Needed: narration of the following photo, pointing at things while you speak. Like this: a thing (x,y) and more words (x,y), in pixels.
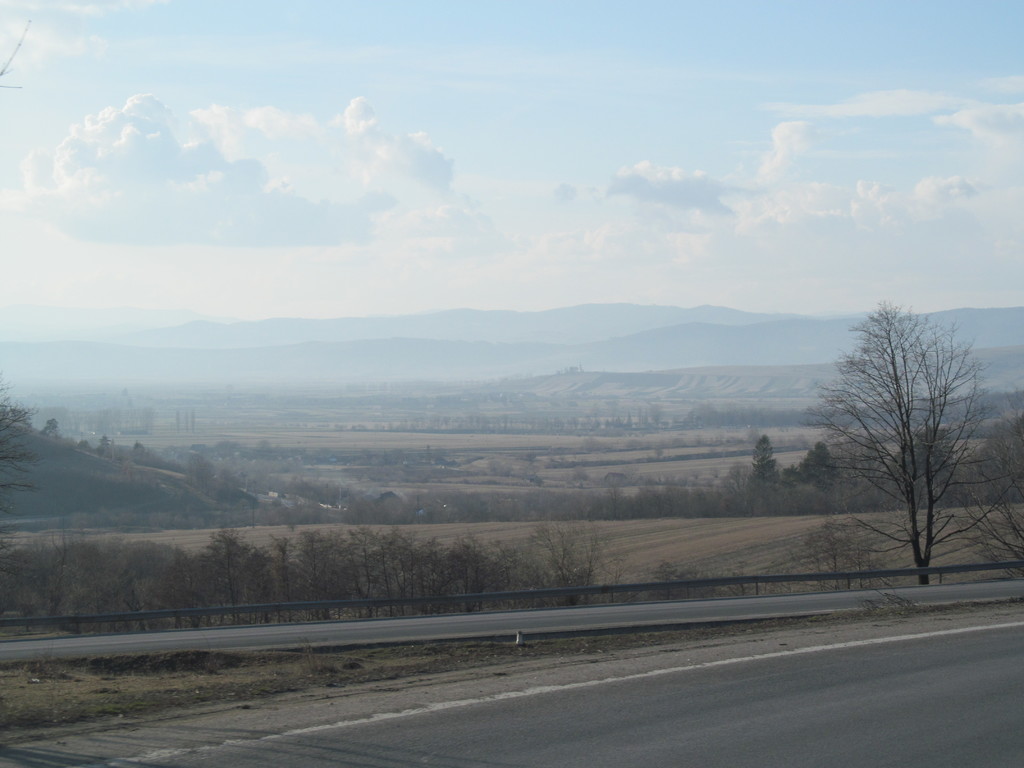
In this image I can see the road (701,704), railing (744,581) and the trees (535,583). In the background (312,495) I can see few more trees (424,409), mountains (439,350), clouds (409,229) and the sky (451,148).
